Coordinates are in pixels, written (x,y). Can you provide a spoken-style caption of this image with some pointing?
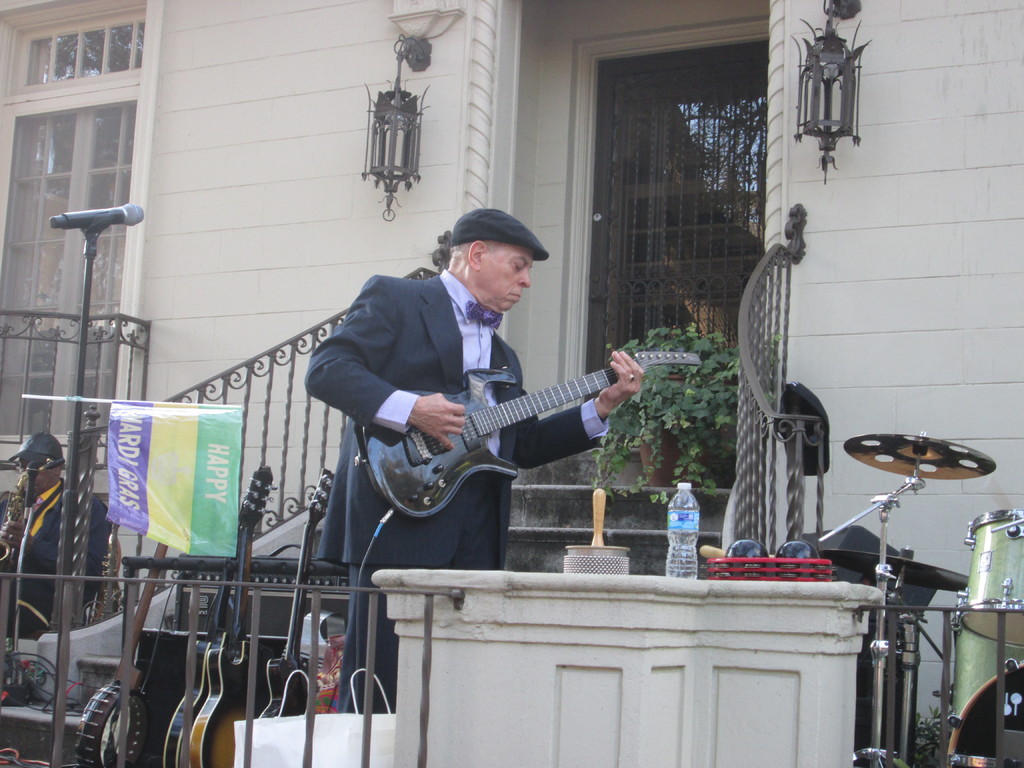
In this picture, here we can see 2 men (471,360) who are wearing black caps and they also wear blazers (432,335) and they hold a guitar (555,395) and a saxophone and looks like playing them. In the background (439,161) we have a building (709,194), in the picture we have flag (224,470) present at the left side (147,468) and microphone (97,211) is also present. And also we can see musical instruments (276,704) like guitar (216,682), drums (989,549) etc here and also we have steps (571,475) behind the person (499,277). On the steps (532,531) flowerpot (687,377) is present and in front of the person (502,549) we can see wall (724,647), on it we have water bottle (695,569).
